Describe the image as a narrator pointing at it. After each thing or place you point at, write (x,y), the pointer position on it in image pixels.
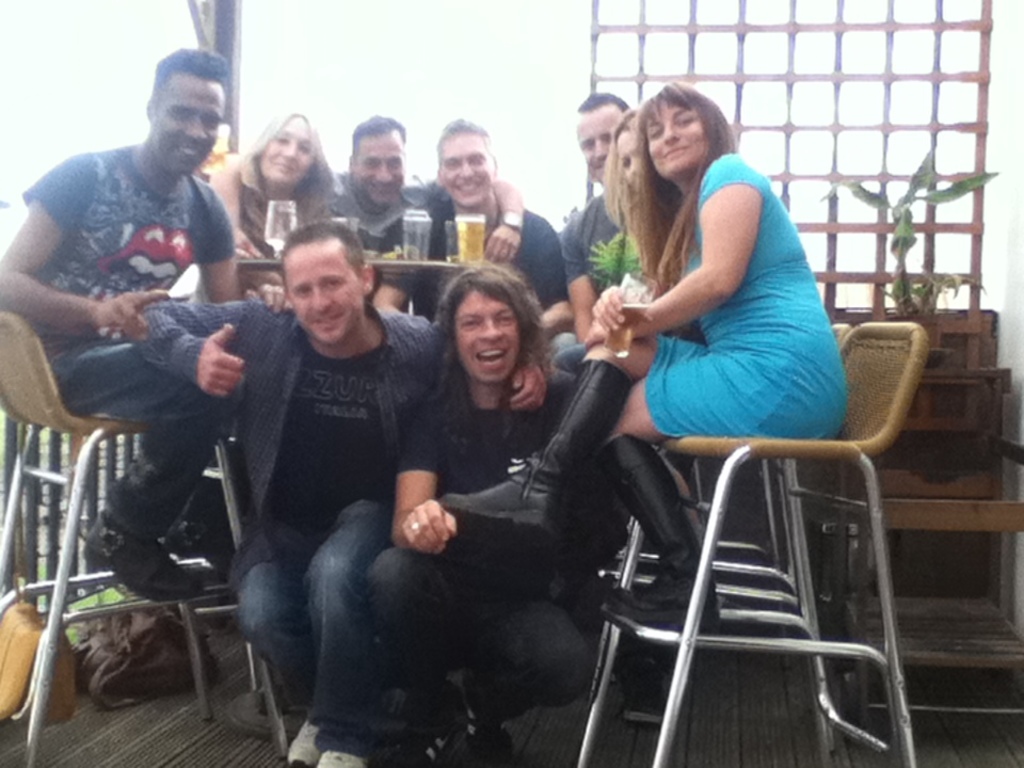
there are many people (487,375) sitting. 2 people (437,395) are sitting down, other people (185,198) are sitting on the chairs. at the center (420,257) there is a table (404,259) on which there are glasses (447,239). in the right corner (899,244) there is a plant (897,219).
